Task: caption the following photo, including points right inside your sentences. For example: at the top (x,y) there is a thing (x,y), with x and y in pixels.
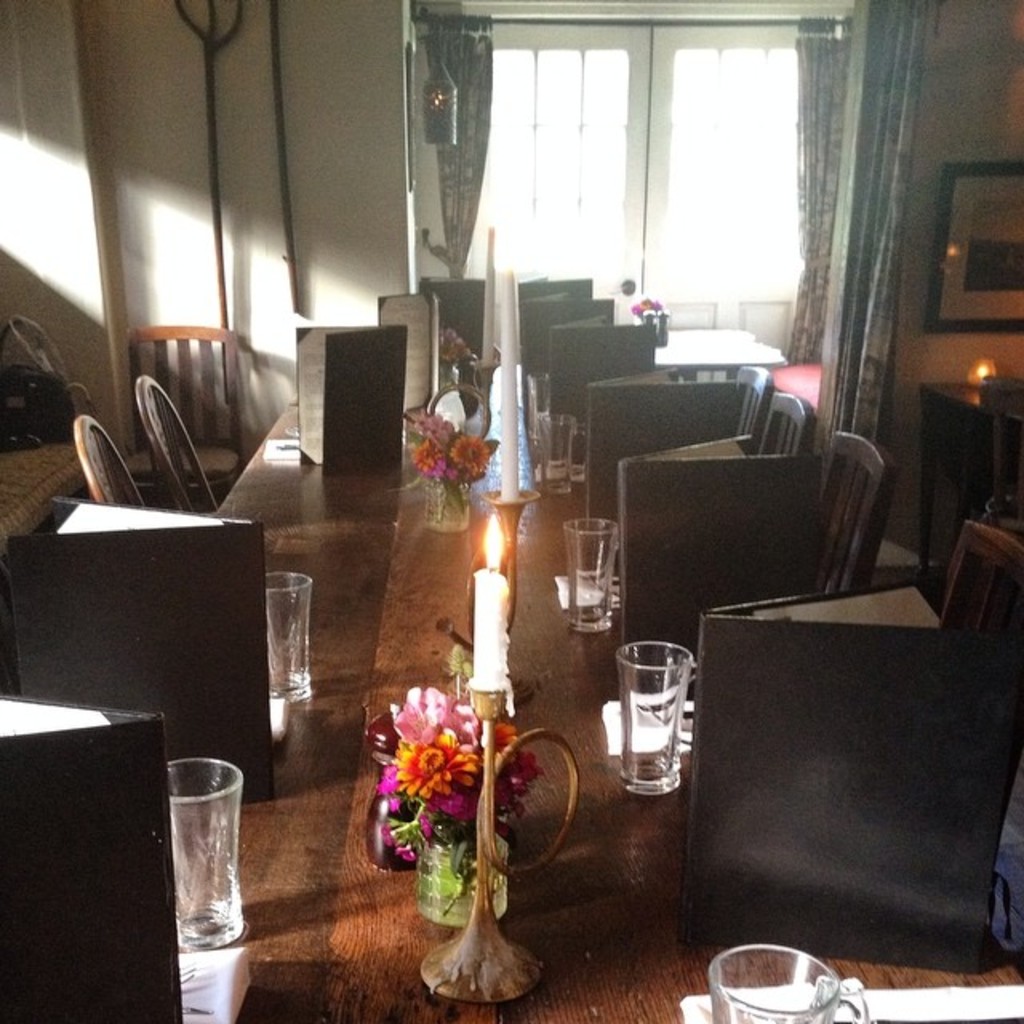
In this image, I can see a wooden table (363,886) with flower vases (435,483), glasses (651,681), menu cards (186,541), candles (492,558) with candle stands (471,912) and few other things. On the left (197,458) and right side of the image (842,480), I can see the chairs (203,379). In the background (488,222), there is a window (616,272) with doors (565,228) and curtains (492,32) hanging to a hanger (834,34). On the right side of the image (949,331), I can see a photo frame (999,240) attached to a wall (988,70).
